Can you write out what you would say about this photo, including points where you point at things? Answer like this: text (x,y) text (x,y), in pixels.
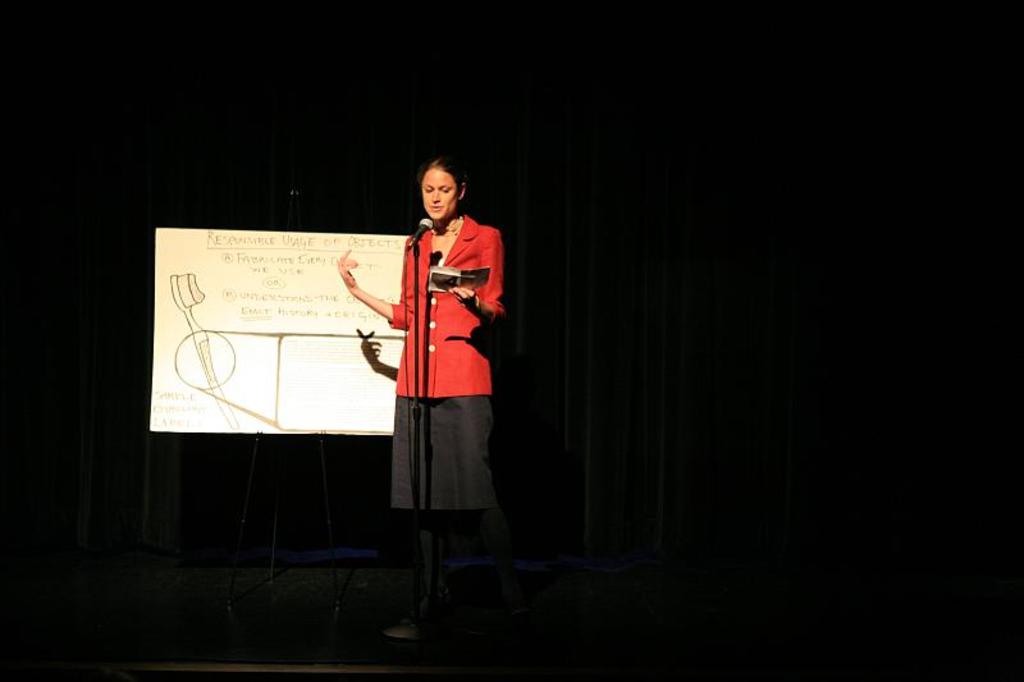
In this image in the center (424,305) there is one woman (452,321) standing, and she is holding a book (450,278) and talking. In front of her there is a mike (416,278) and in the background (316,365) there is a board (261,351) and some poles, and there is black background (622,360).
